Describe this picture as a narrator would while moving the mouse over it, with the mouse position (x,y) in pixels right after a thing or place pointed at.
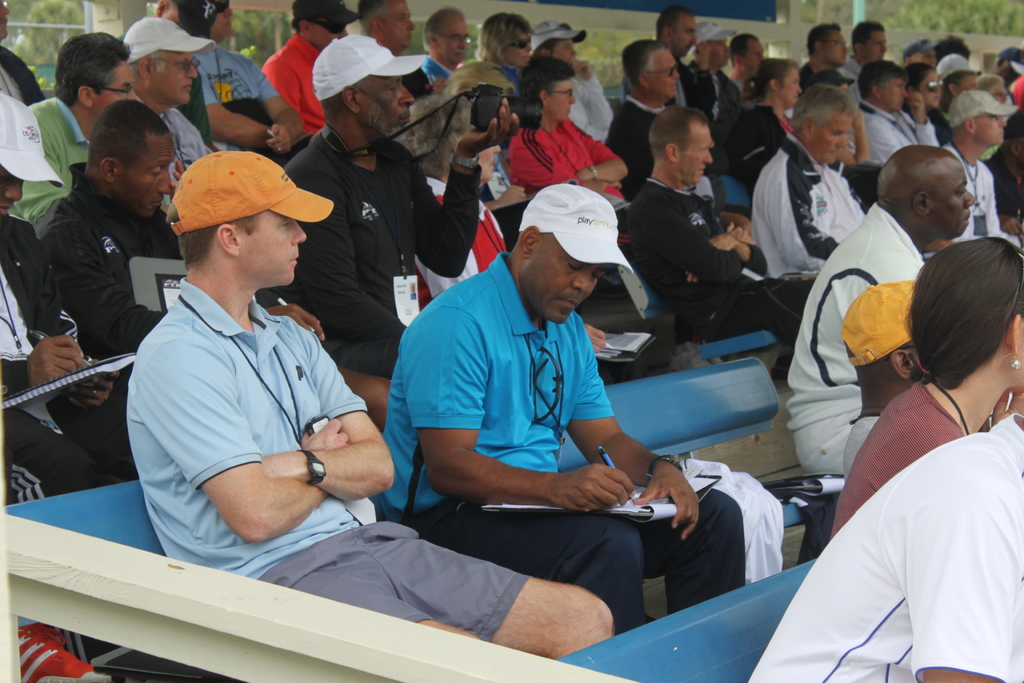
In the picture we can see many people (599,465) are sitting on the benches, some are wearing caps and one man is writing something in the book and behind them we can see a wall (117,32) and behind it we can see trees (234,26).
